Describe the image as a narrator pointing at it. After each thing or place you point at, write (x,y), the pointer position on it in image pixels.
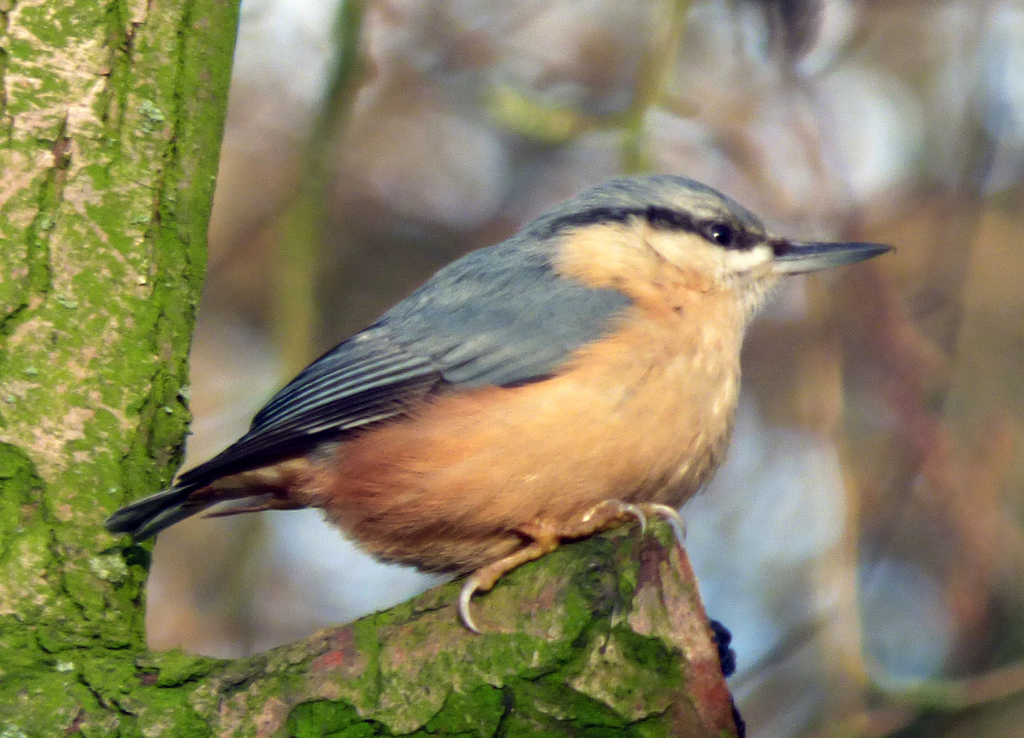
In the picture, there is a cute bird (479,437) sitting on the branch (263,690) of a tree (229,21) and the background (266,621) is blurry.
